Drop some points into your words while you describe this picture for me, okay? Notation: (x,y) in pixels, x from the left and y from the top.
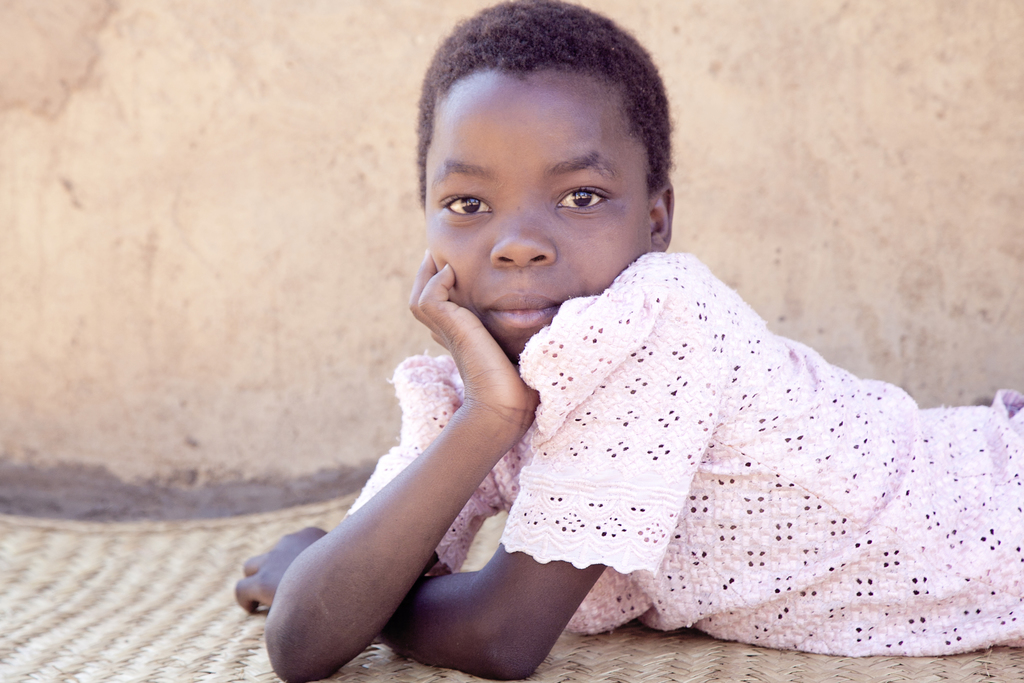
In the image there is a girl (560,301) in pink shirt (618,452) laying on floor (571,674) and behind her there is a wall (164,196).
